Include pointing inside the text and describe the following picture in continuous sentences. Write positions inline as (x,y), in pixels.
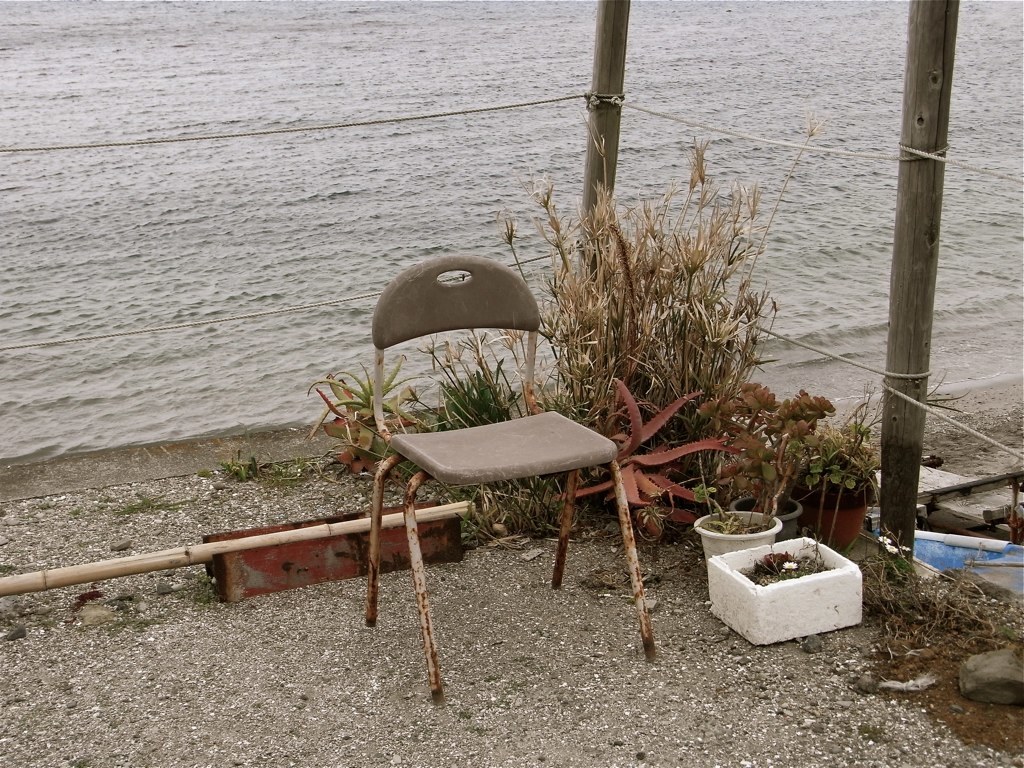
In the picture we can see a path (352,721) to it, we can see a chair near the chair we can see some plants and poles (915,199) and some wires (585,94) are tied to it, and in the background (708,160) we can see water (518,122).
